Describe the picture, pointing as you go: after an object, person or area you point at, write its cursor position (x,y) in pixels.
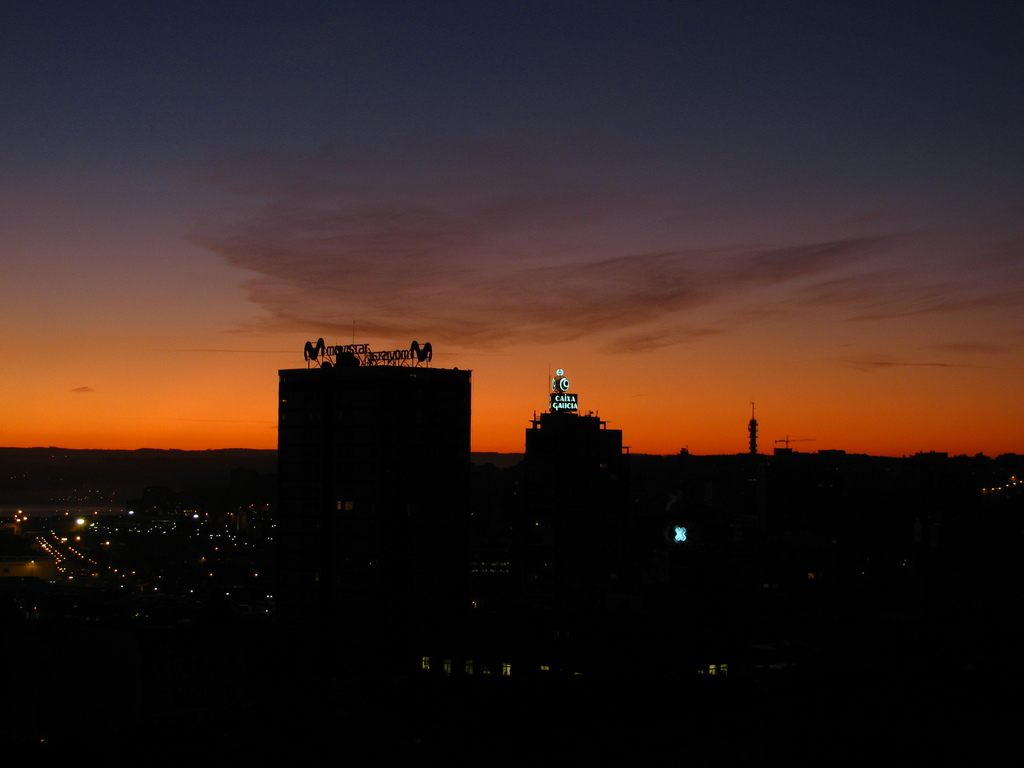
In this picture we can see buildings (211,528) and lights (263,515) and on the buildings (398,441) there are the name boards (558,380). Behind the buildings (409,401) there is the sky (541,351).
